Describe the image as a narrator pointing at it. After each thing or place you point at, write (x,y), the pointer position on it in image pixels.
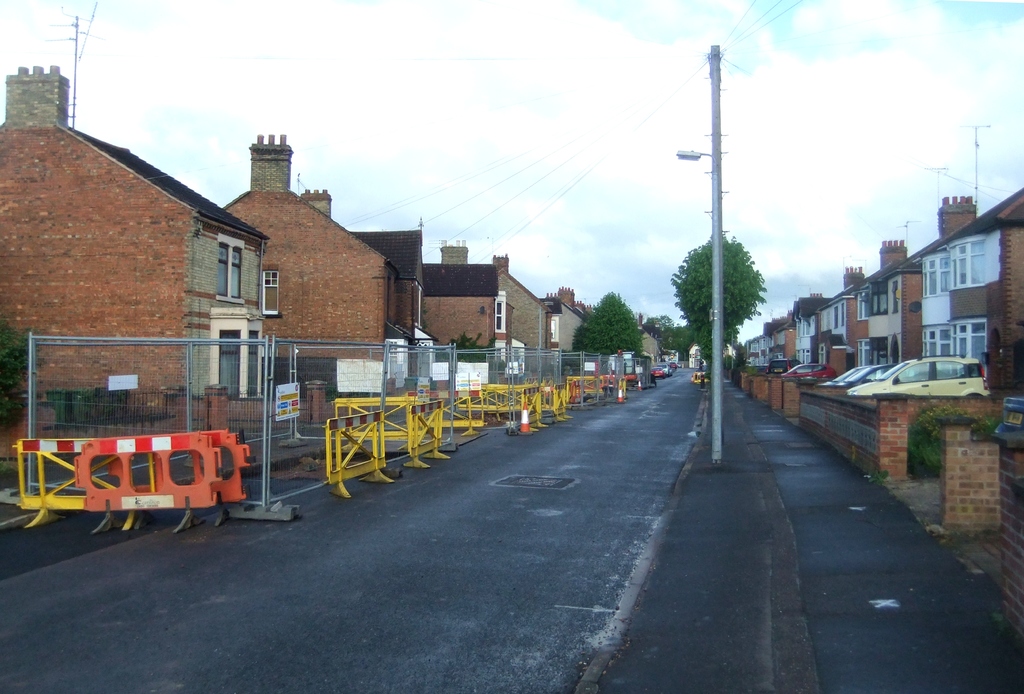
In the center of the image (599,450) there is a road (568,522). Beside the road (511,475) there is a metal fence (451,403), traffic cone cups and a few other objects (328,435). There are street lights (720,287), current poles (714,434). On both right and left side of the image (198,257) there are cars (926,361), buildings (862,331), trees (615,304). In the background of the image (578,101) there is sky (480,58).
